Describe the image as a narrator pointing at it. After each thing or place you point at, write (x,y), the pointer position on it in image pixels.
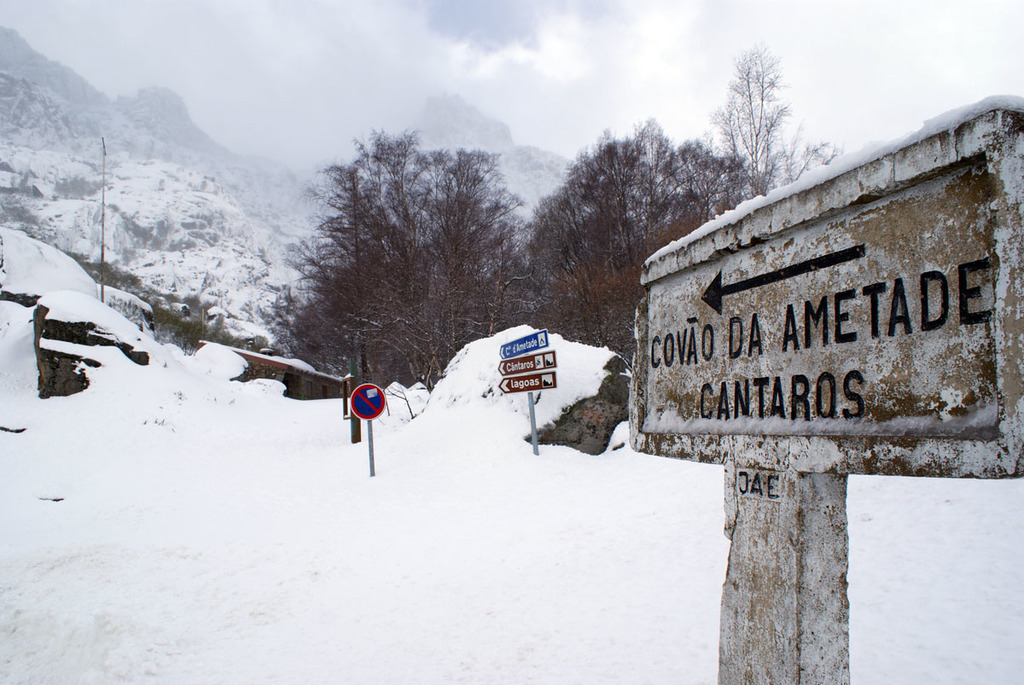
This picture shows snow (308,516) on the ground (192,500) and we see mountains (42,83) and a cloudy sky (367,78) and we see trees (609,173) and few name boards (527,389) to the pole (532,392) and a sign board (352,408) and we see another name board (768,395) on the side.
